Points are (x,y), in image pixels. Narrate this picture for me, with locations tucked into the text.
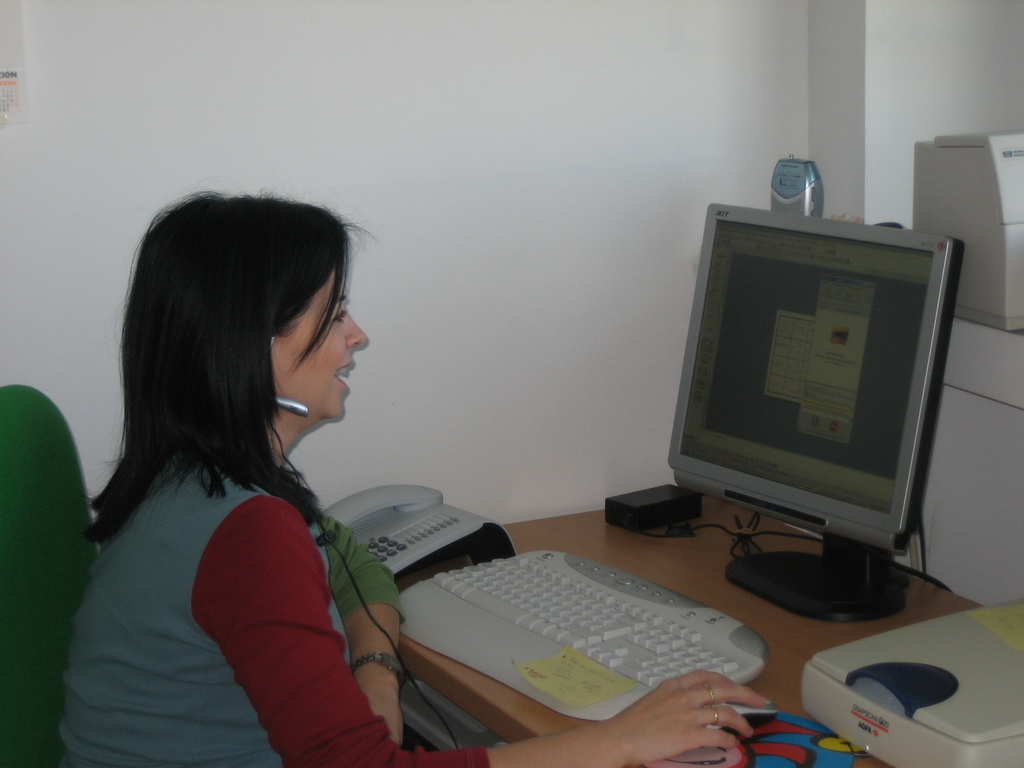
In this image i can see a woman (207,526) sitting on a chair (52,522) there is a desk top (733,331), keyboard (641,578), telephone (456,521) on a table (687,542) at the back ground (518,130) i can see a wall (518,130).
